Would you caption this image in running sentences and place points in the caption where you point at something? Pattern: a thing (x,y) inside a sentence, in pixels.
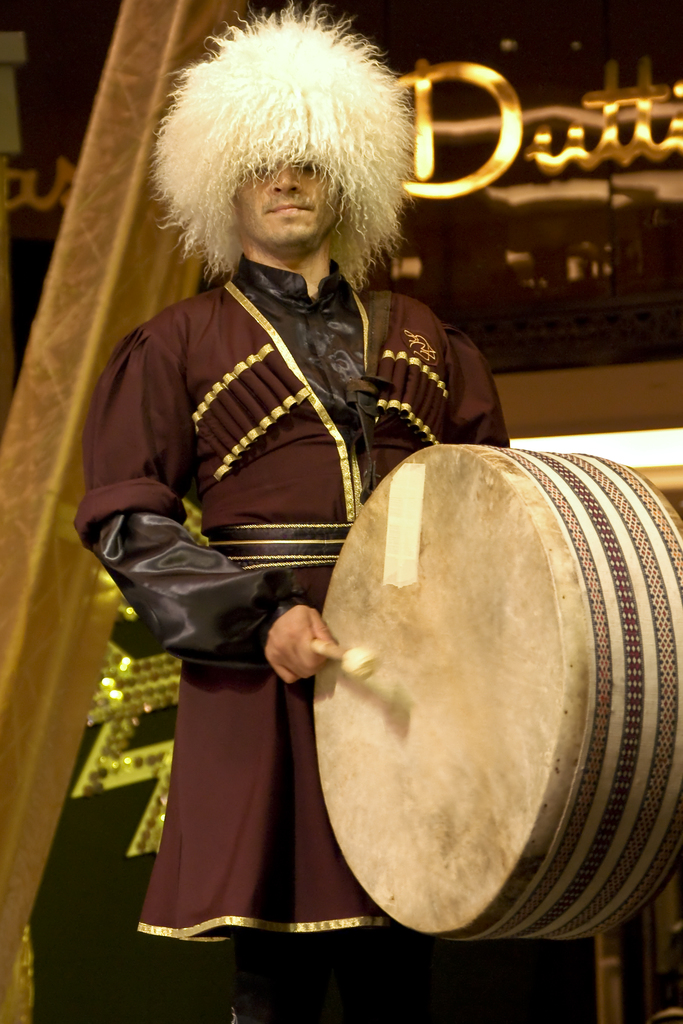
In this image in the center (239,547) there is one man (249,259) who is standing and he is drumming, and on the background (474,131) there are some lights (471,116) and one text (427,129) is written.
